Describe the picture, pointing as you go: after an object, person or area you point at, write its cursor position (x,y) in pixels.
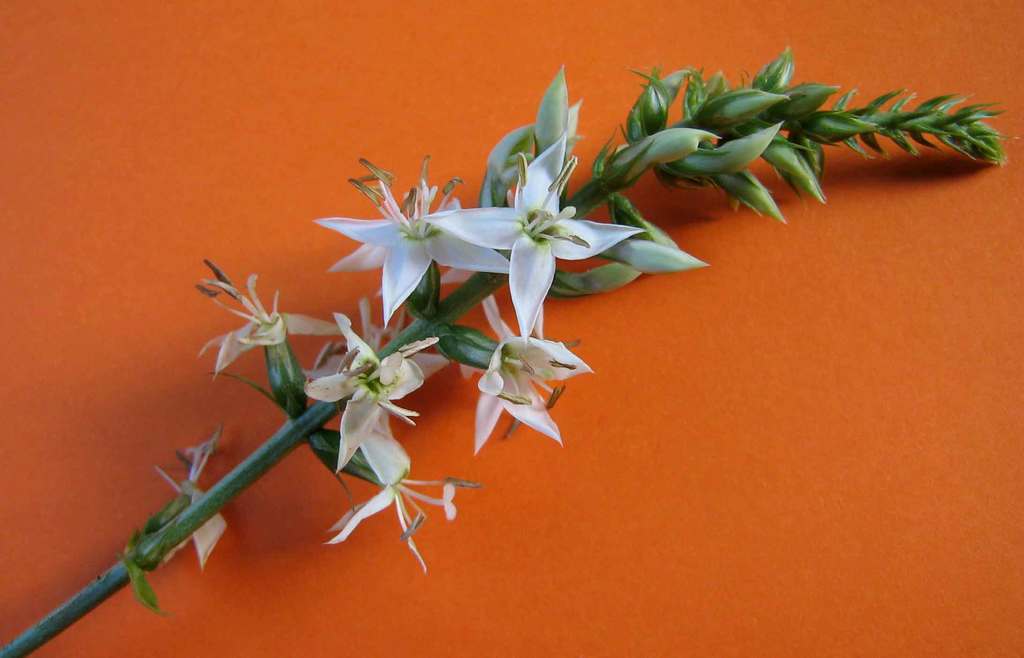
In this image there are flowers (529,275). The background (434,411) is orange in color.
